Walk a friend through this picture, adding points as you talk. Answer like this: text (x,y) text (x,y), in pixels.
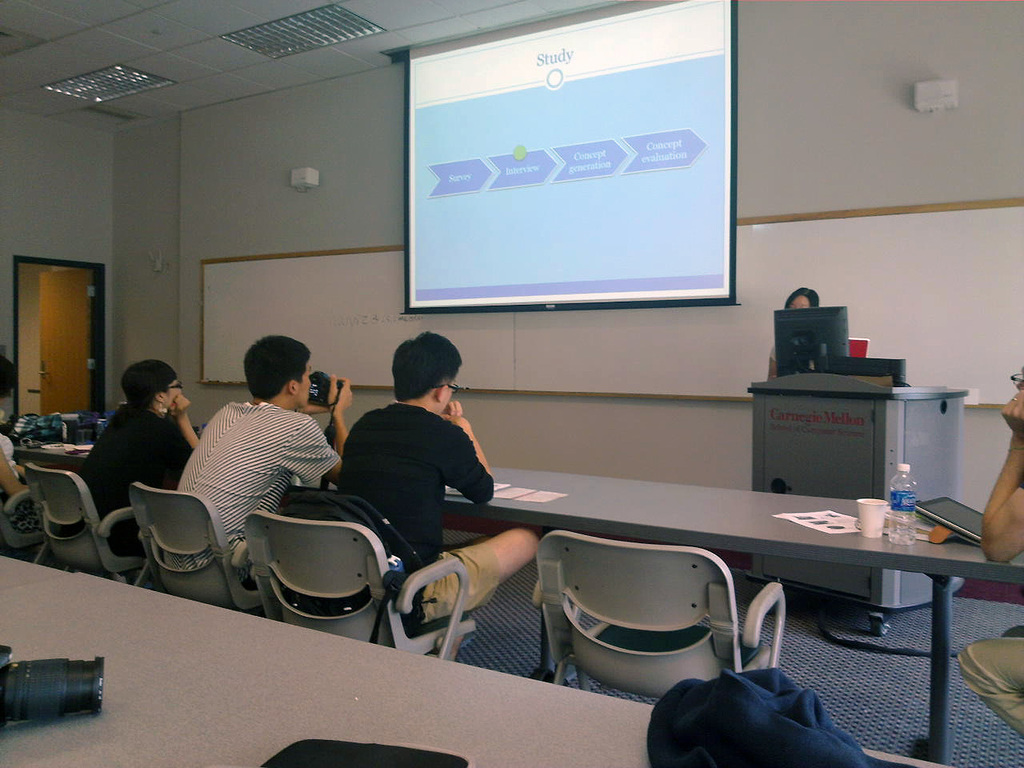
In this picture I can see there are few people (373,435) sitting and there have a table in front of them and there are water bottles (898,515), disposable glasses (873,526), papers (840,514) and there is a screen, white board (881,308) and there is a door (84,324) on left side (99,317).
